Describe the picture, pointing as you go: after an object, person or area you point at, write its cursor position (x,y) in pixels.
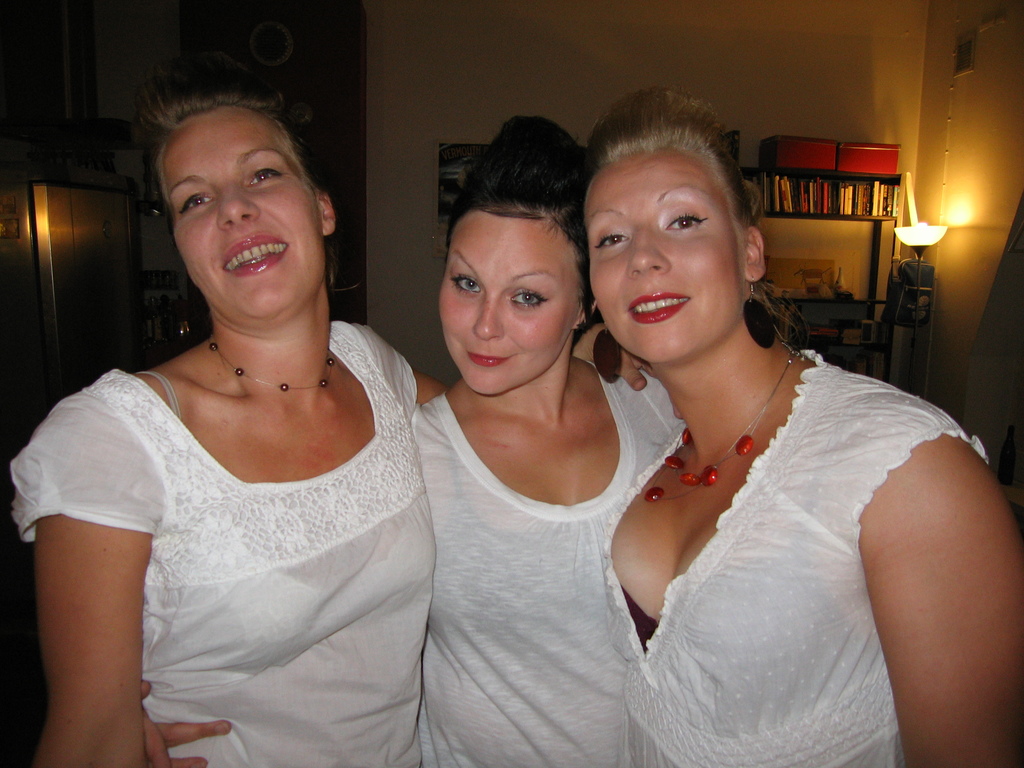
In this image there are three ladies (464,616) giving a pose for a photograph, in the background (805,108) there is a wall (824,88), near the wall (801,128) there is rack (843,308), in that rack (877,229) there are books (843,200) and there is a light (921,229).
